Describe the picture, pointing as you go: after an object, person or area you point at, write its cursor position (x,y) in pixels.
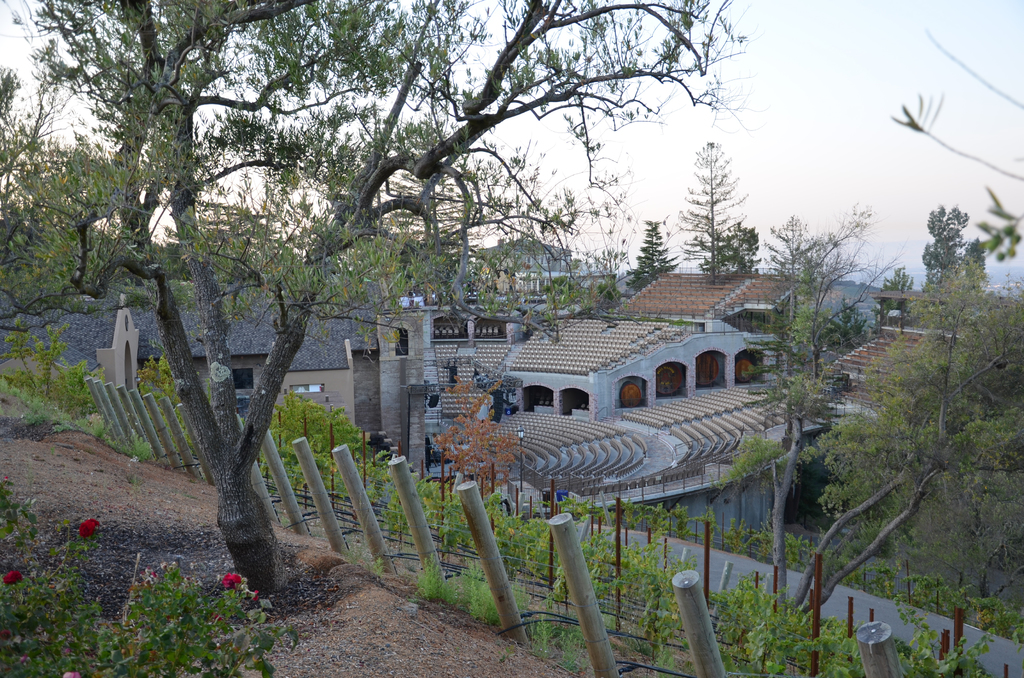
In this picture I can see there is a stadium (584,357) and there are some empty chairs (643,459) and I can see there are some trees (314,310), buildings (131,378), plants (264,614) and the sky (829,187) is clear.
